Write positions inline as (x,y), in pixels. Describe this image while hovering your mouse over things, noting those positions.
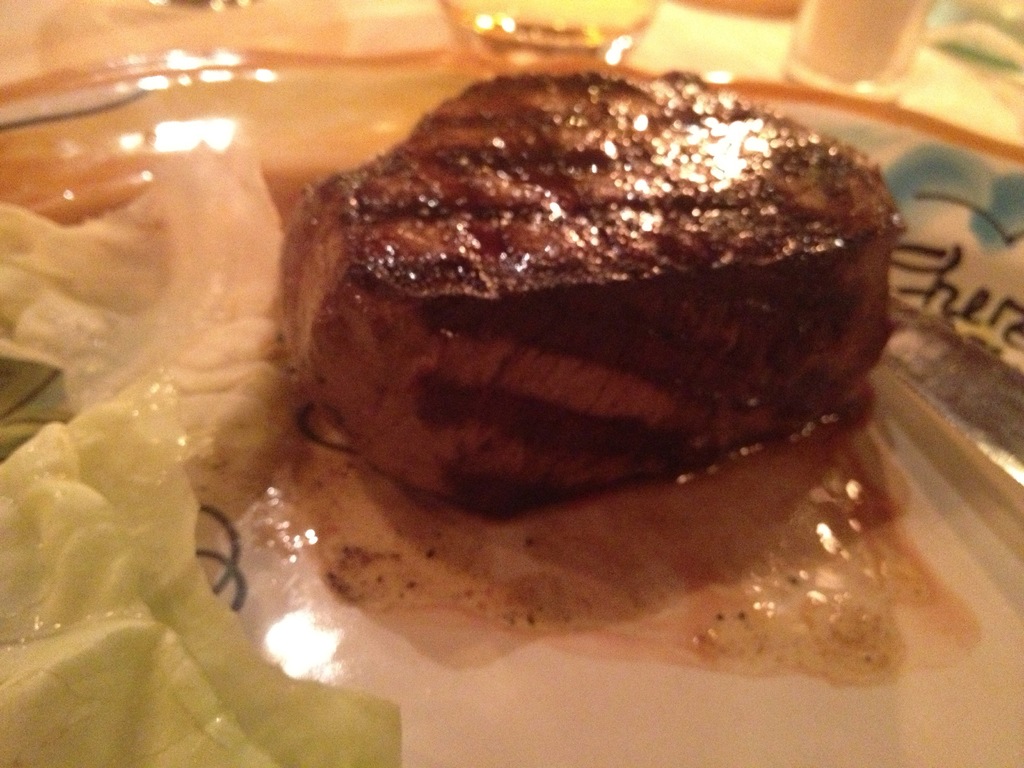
In this picture, it seems to be a piece of steak (420,279) in the center of the image (359,380) and there are cabbage leaves (105,637) on the left side of the image (27,570), in a plate (510,752), there are glasses (629,28) at the top side of the image (629,28).
